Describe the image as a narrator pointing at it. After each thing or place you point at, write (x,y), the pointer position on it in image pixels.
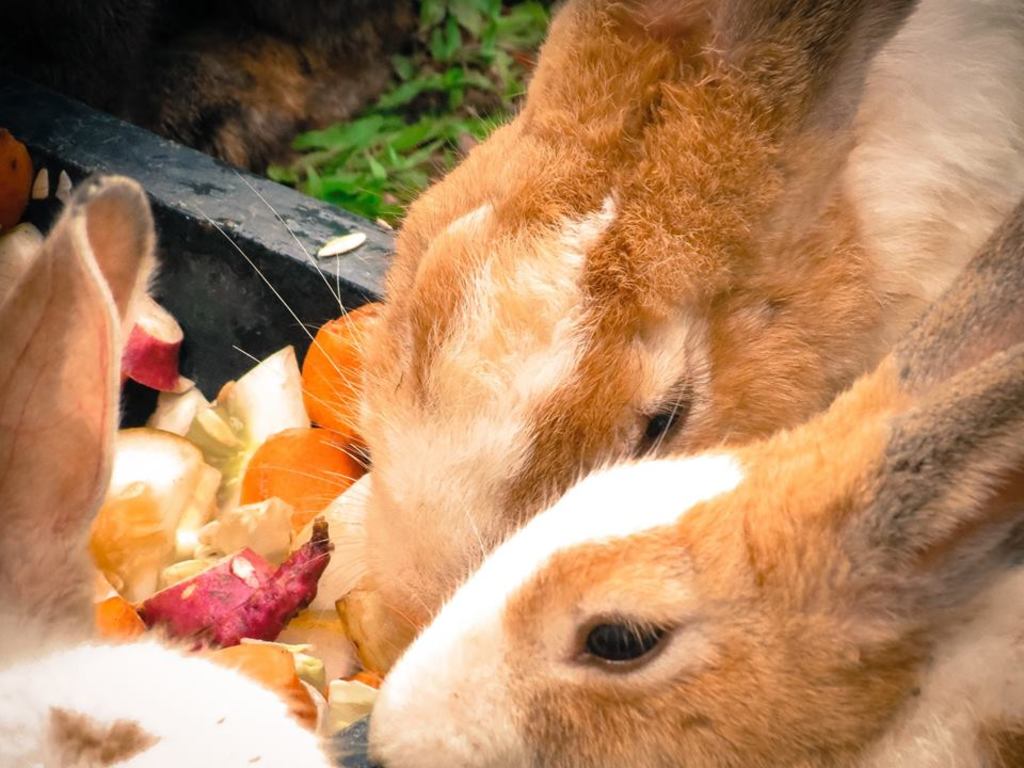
In the image, here are few rabbits (379,477) eating some food (271,532) and behind the rabbits (580,119) there is a grass (362,126) on the ground (364,174).
